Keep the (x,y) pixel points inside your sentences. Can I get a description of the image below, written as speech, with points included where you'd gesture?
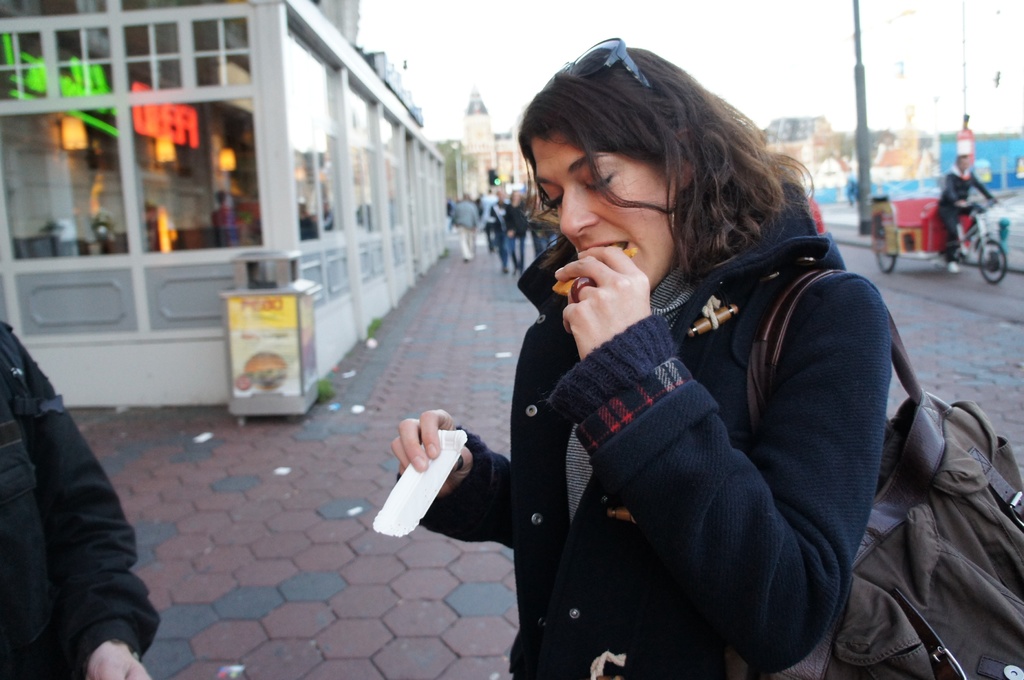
This picture describes about group of people (575,381), in the middle of the image (590,397) we can see a woman (579,340), she is eating and she is carrying a bag (912,441), on the right side of the image (954,255) we can see a person (955,184) is riding tricycle (898,211), in the background (882,169) we can see few buildings (879,171).
